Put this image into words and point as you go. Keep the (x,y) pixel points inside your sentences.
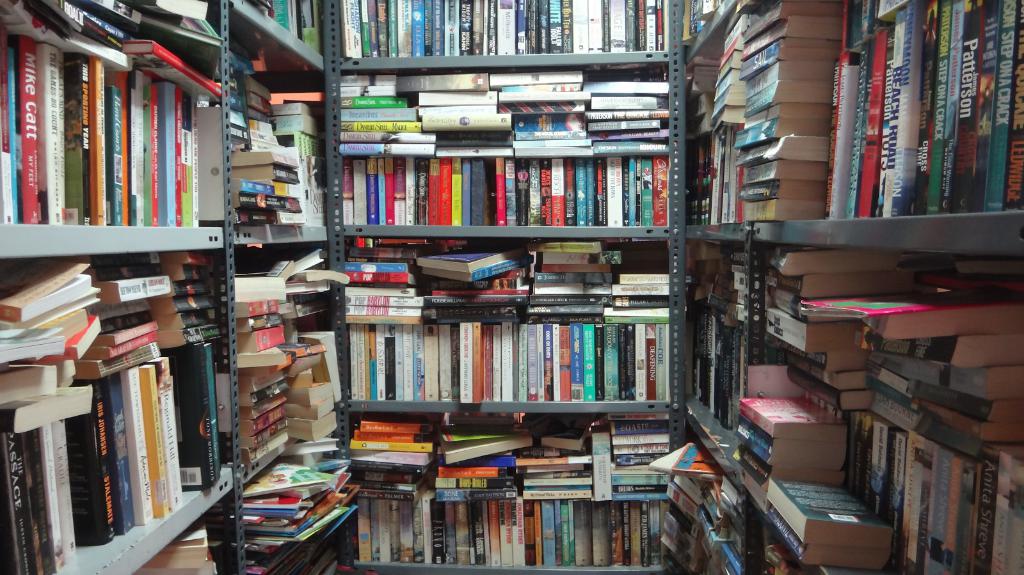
In this picture we can see books (965,299) in racks (37,231) where some books (97,125) are in vertical position and some books (660,150) are in horizontal position.
